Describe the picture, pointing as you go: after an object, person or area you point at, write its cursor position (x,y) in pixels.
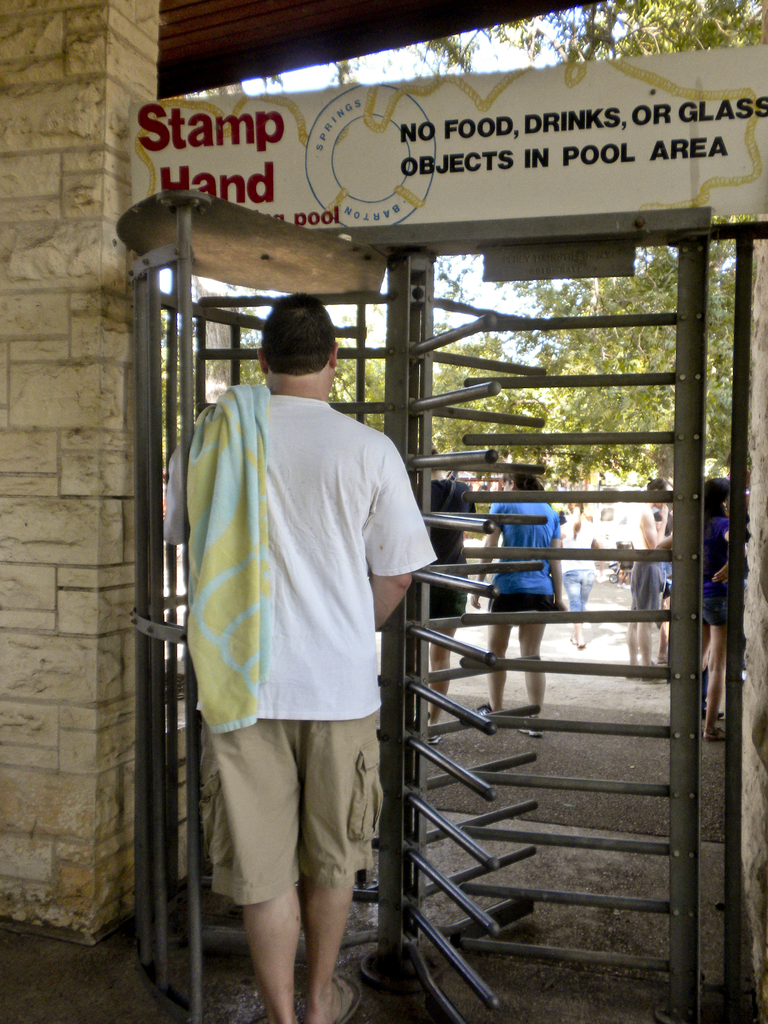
In this image, we can see a person (250,816) standing and wearing a towel (242,515). In the background (409,163), there is an iron revolving door (432,288) and we can see a board (516,117), a wall (84,435) and some other people (556,542) and there are trees (554,368). At the bottom (515,875), there is a road (102,976).
